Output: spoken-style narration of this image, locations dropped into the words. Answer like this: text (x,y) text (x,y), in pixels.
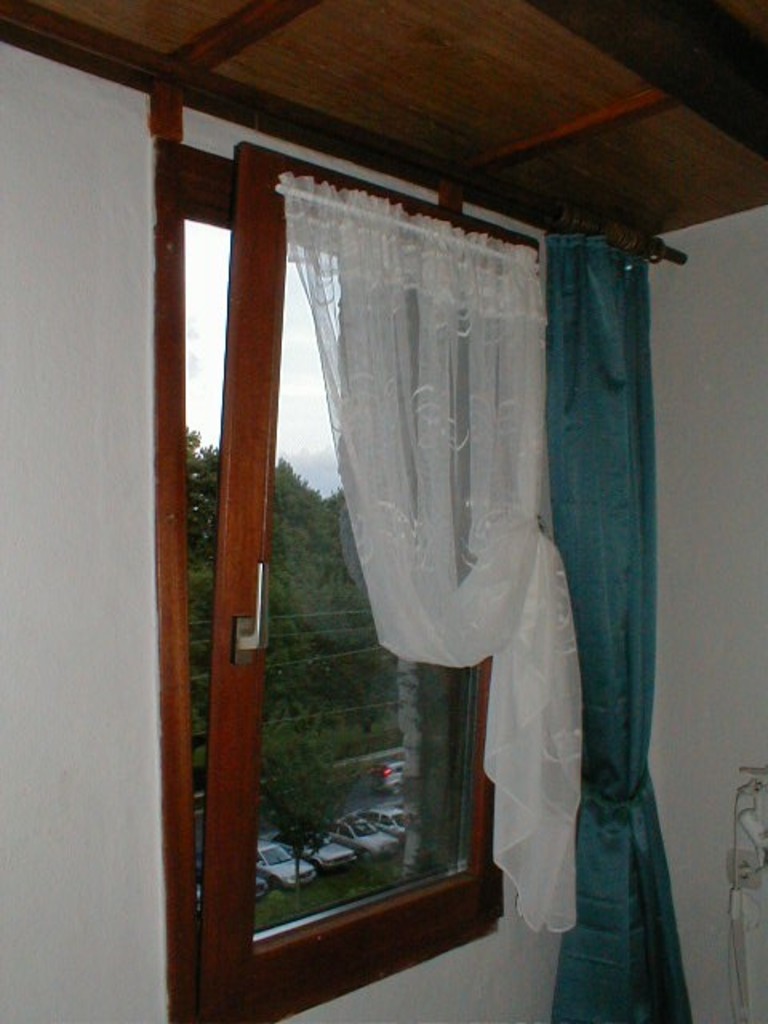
In this picture we can see a window (304,683), curtains (425,553), wall (735,378) and from window (391,798) we can see cars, trees (296,718), sky (284,421) with clouds (284,358).
